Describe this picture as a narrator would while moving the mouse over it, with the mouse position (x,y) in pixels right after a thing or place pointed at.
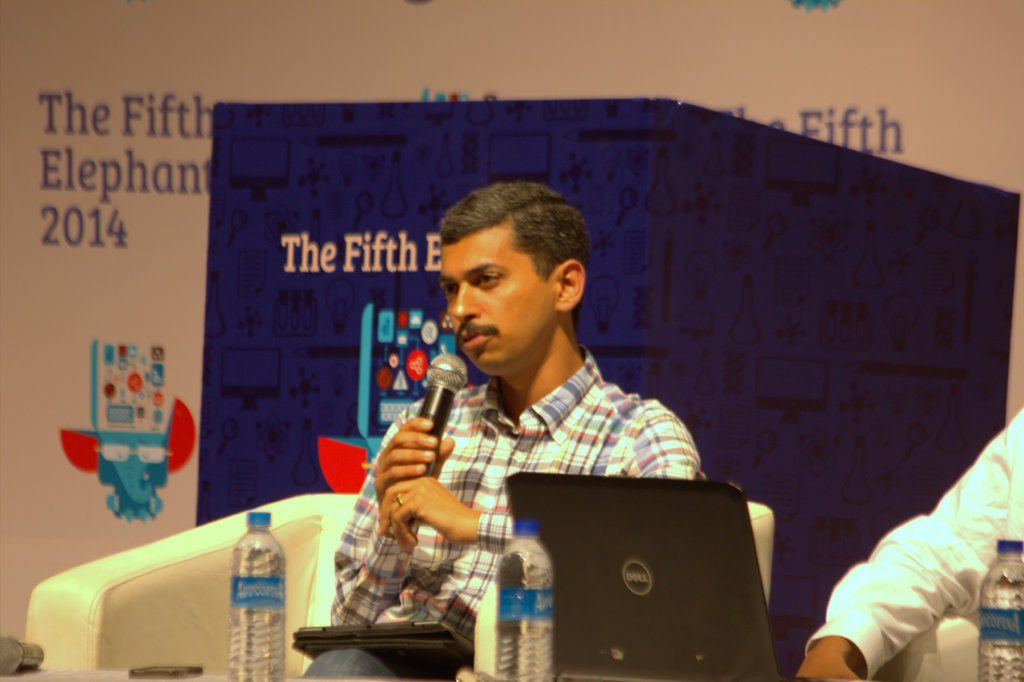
As we can see in the image there is a wall (180,324), sofa (314,499), two people (486,359) sitting on table (77,673). On table (720,681) there are bottles (988,667) and laptop (718,631). The person (522,460) sitting in the middle (441,439) is holding a mic (438,459).
